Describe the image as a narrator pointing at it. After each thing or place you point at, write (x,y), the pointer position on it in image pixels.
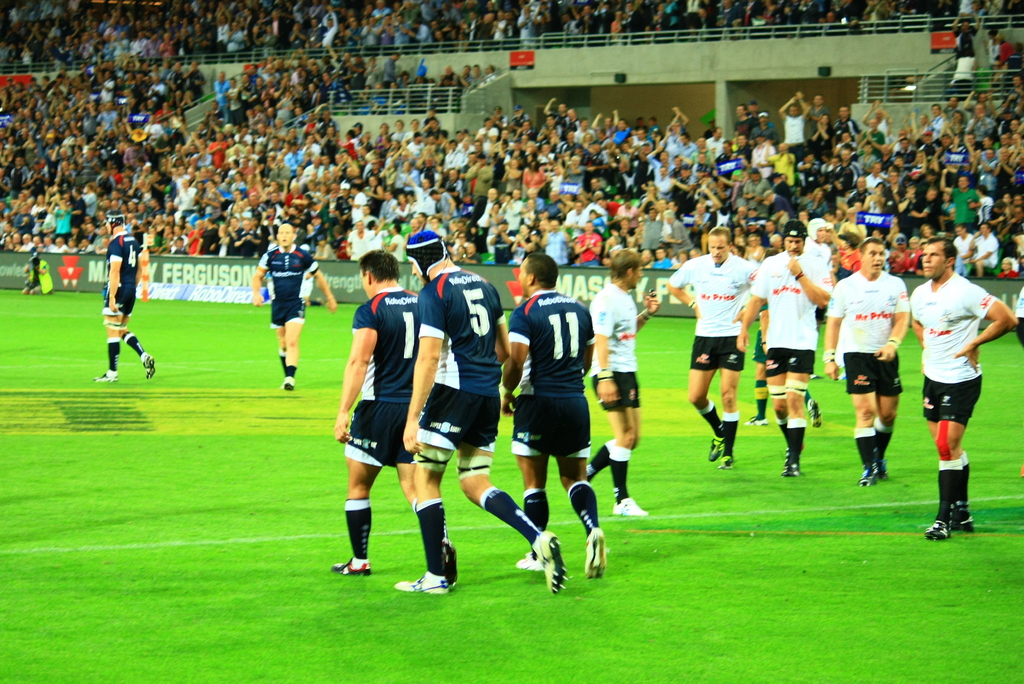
In this image we can see many people (579,376) on the ground (617,556). In the back (187,277) we can see banner (154,267) with text (154,267). Also there is a stadium (229,60) with many people (402,170). And there are railings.
